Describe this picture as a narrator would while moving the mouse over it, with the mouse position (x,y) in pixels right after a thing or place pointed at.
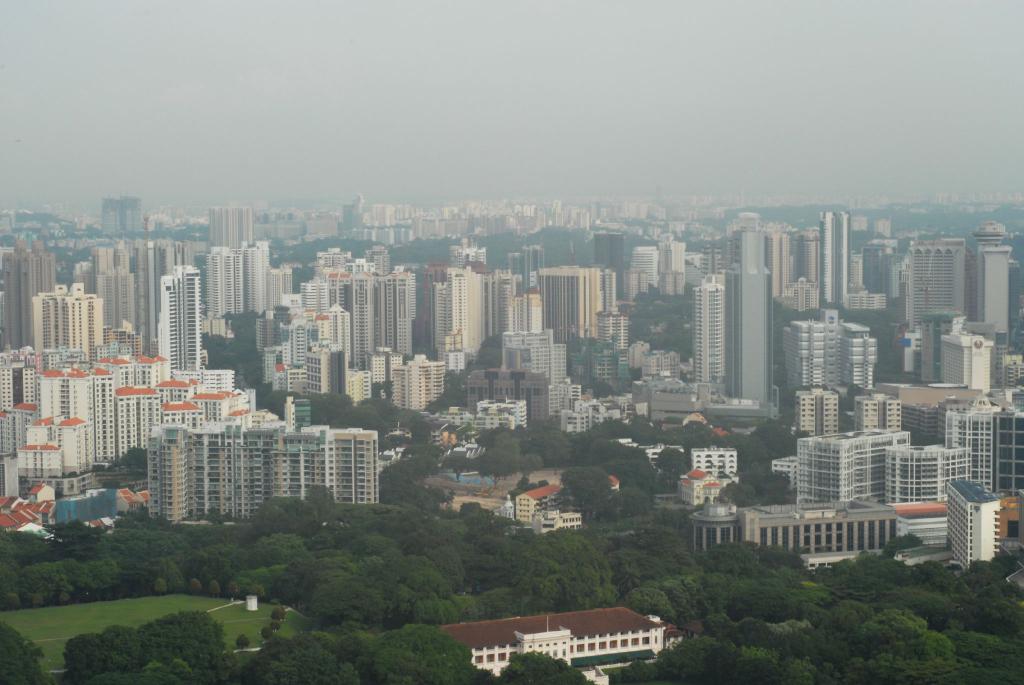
This is an outside view. At the bottom of the image (497,583) I can see many trees (621,577). In the background (462,364) there are many buildings (283,369). On the left bottom of the image (111,613) there is a ground (235,620). At the top (458,120) I can see the sky (351,139).
